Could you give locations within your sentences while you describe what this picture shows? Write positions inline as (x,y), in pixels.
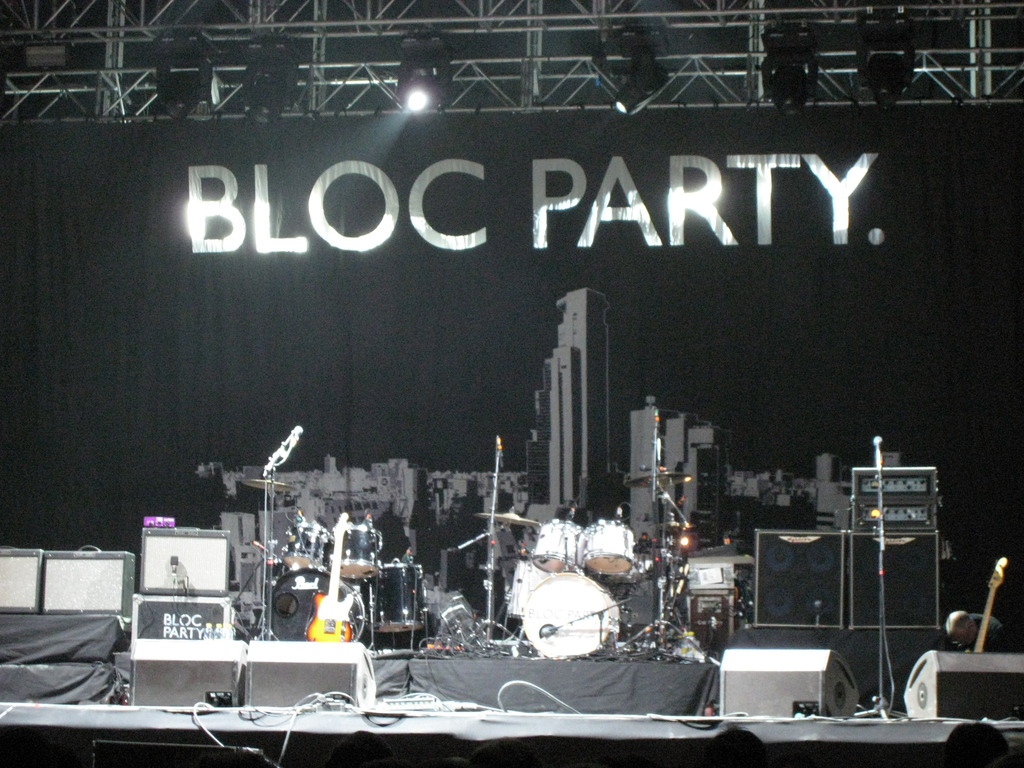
In the image we can see some musical instruments (929,492). At the top of the image (882,134) there is lights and there is a banner (21,148).
